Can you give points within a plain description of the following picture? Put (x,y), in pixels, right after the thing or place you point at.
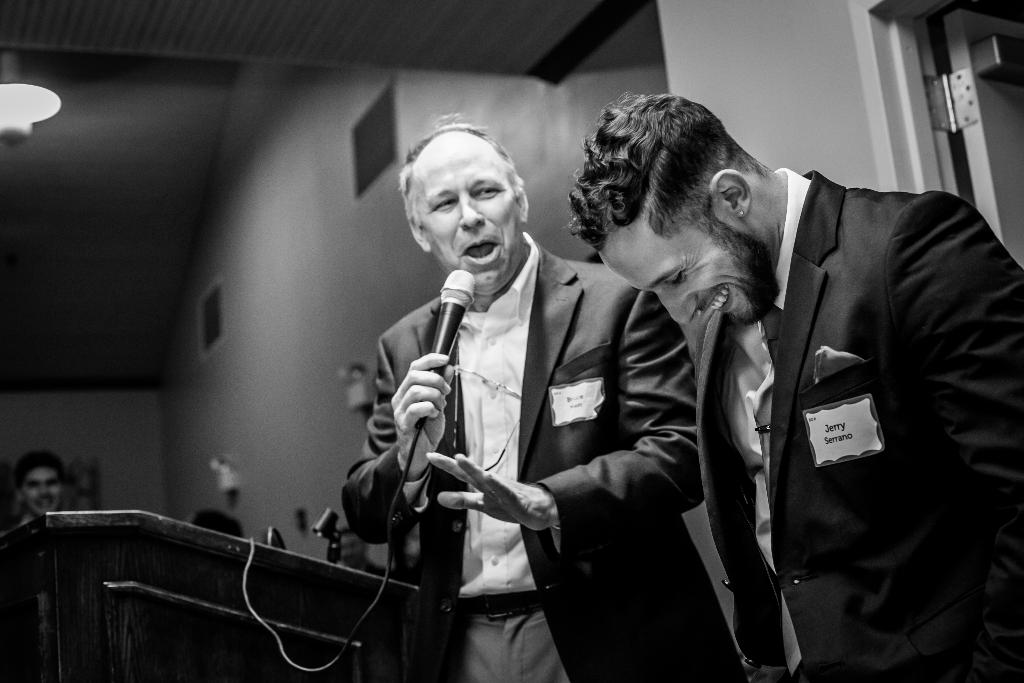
There are 2 people (645,449) standing here and smiling. He is holding microphone (452,355) in his hand (431,417). This is a podium (181,609). In the background (269,247) we can see a light (21,114), wall (269,282) and few persons (48,489).
